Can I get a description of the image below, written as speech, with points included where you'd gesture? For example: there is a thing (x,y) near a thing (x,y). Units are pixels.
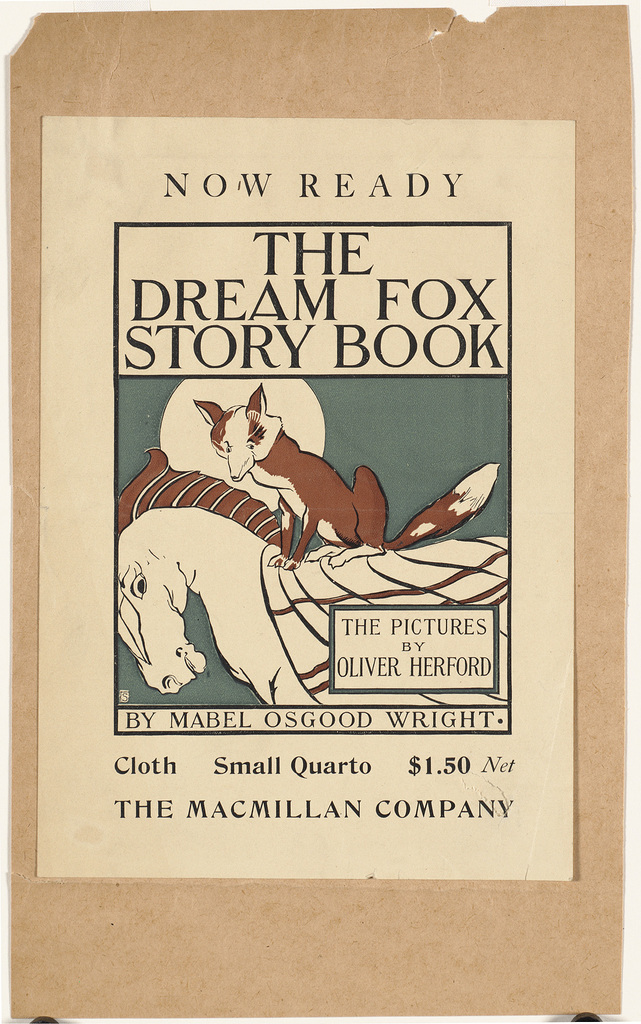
In this image we can see a paper (341,378) with the text (461,358) and also images of animals (276,561).
